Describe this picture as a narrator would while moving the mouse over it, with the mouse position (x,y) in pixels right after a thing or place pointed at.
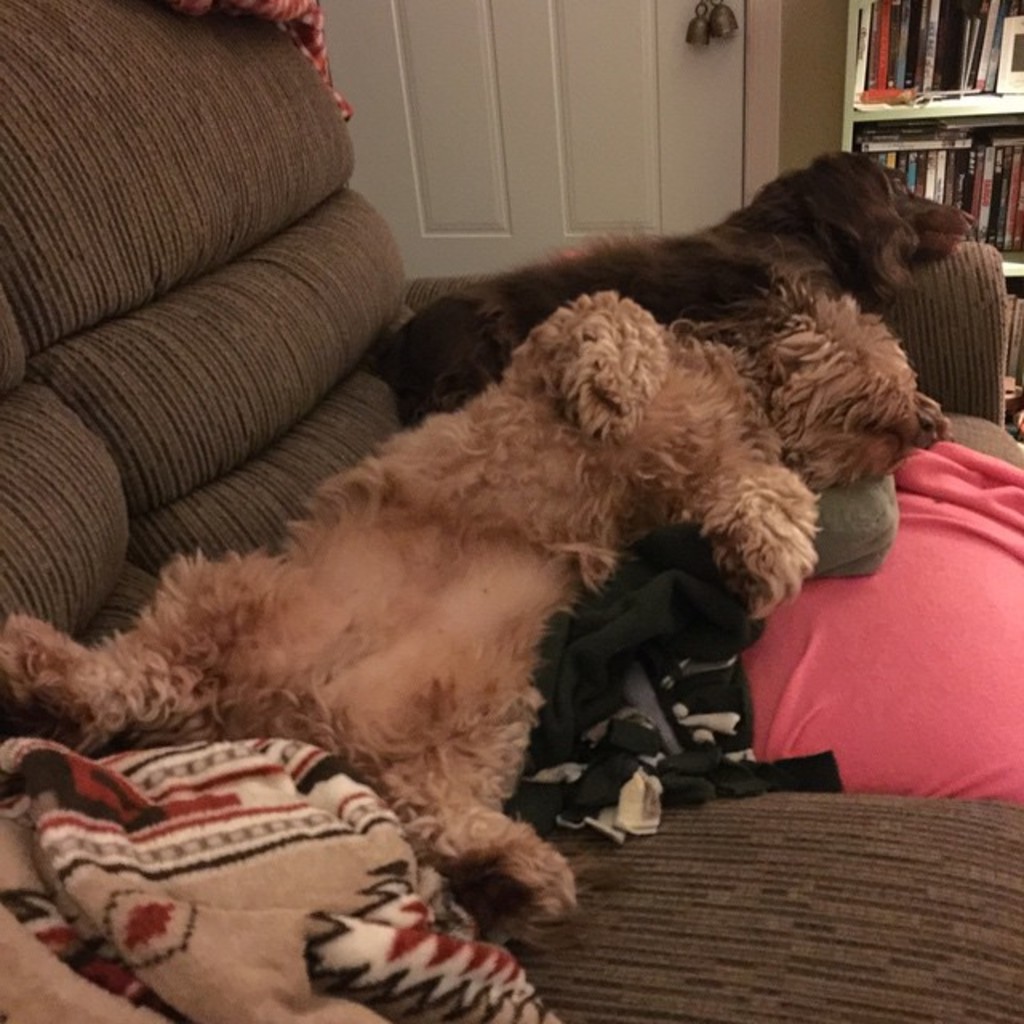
In this image I can see a couch (144,311) which is brown and black in color. On the couch (843,839) I can see two dogs (609,527) which are brown and black in color, few clothes (303,817) and few other objects (782,616). In the background (995,80) I can see a bookshelf (1006,111) with few books (941,88) in it and a white colored door (523,116).
